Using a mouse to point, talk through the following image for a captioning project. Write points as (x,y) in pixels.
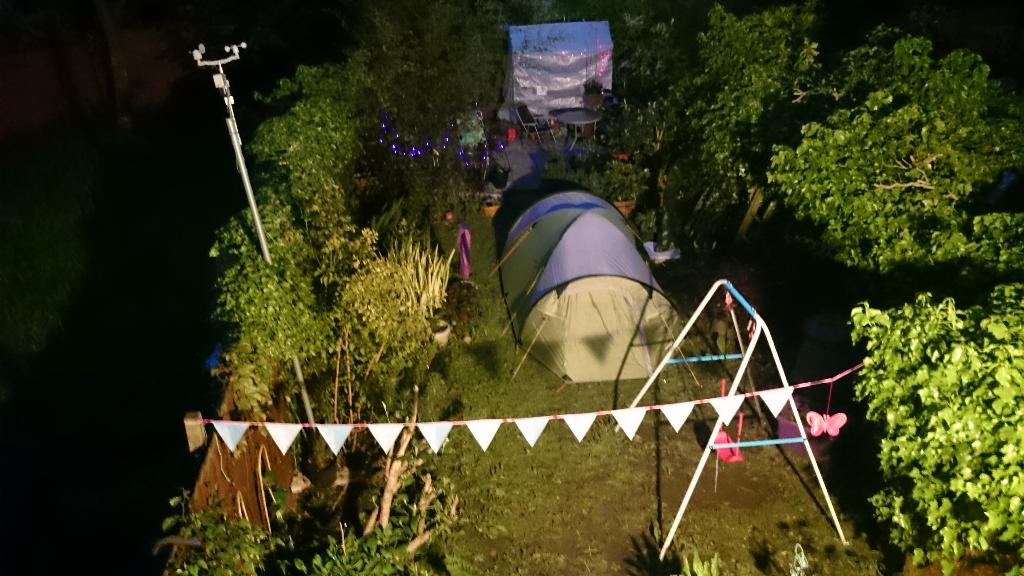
In the foreground of this image (872,311), there are bunting flags (724,407), swing (760,333), two tents (578,74), table (568,117), chair (530,117), lights (415,147), flower pots (617,195) and trees (451,96) around it. On the left (261,222), there is a pole (225,105) and the background (138,158) image is dark.
